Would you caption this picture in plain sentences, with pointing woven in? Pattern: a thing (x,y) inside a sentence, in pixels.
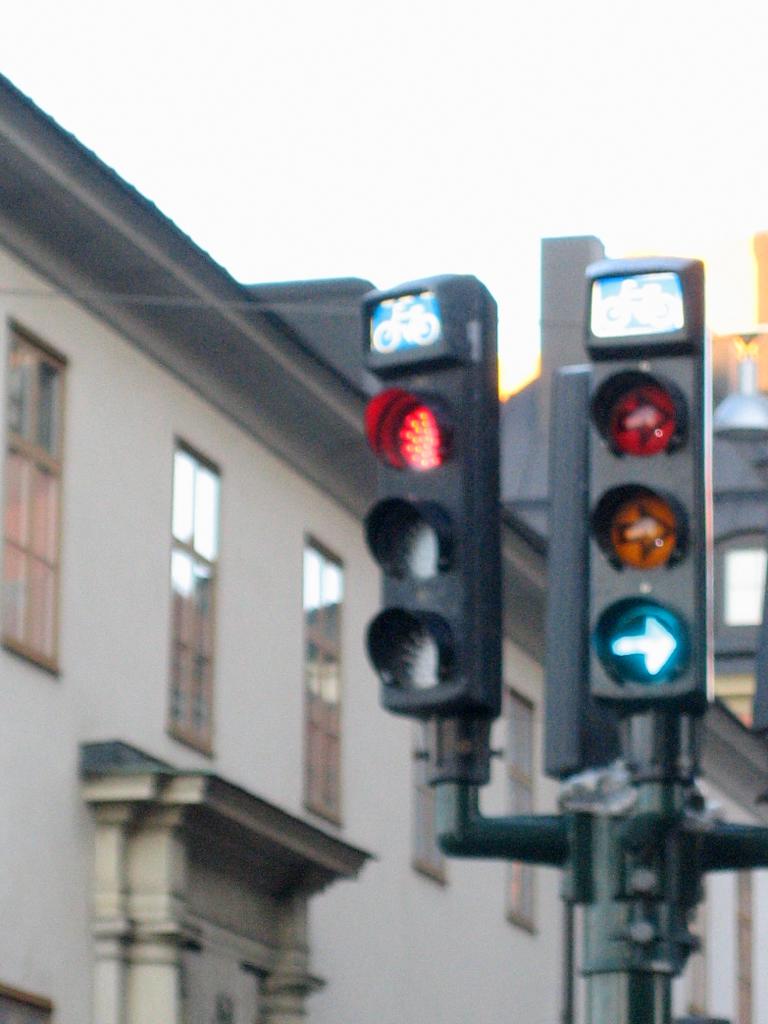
There is a building (173,603) with windows (208,641) on the left side (144,648). There are traffic signals (554,465) with a pole (534,837) on the right side (565,832).
